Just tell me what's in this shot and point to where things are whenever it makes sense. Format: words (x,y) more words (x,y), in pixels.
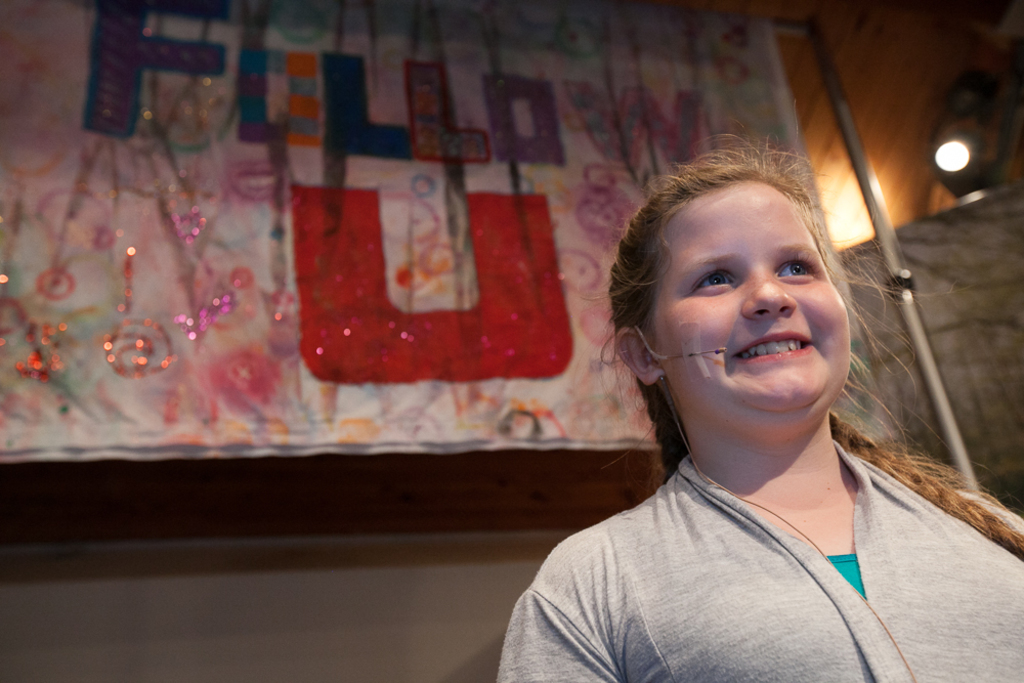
In this image there is a girl (819,532) on the right side (852,537). In the background (316,199) there is a cloth (295,291) on which there is some text (324,256) and some decoration (278,221). On the right side (975,176) top there is a light (976,172).
